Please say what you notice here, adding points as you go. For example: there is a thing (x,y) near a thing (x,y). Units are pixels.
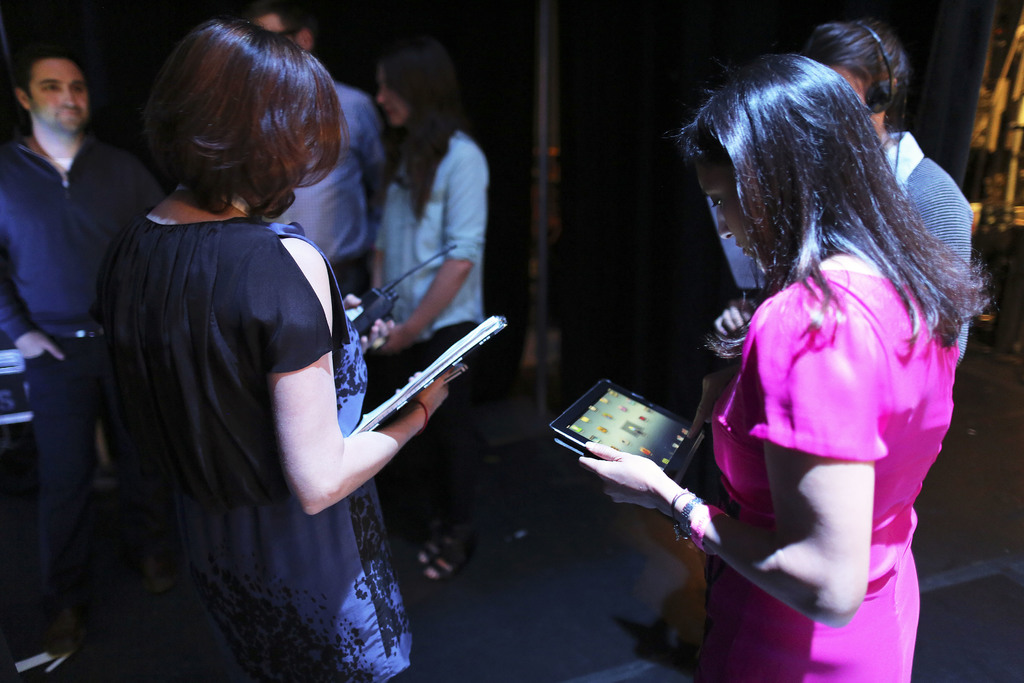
In this image I can see a woman (860,352) wearing pink colored dress (854,368) is standing and holding a tab (647,426) and another woman (271,410) wearing black and purple colored dress (260,464) is standing and holding few objects (404,389) in her hand (441,401). In the background (375,355) I can see few other persons (348,163) standing and black colored curtains (617,128).
